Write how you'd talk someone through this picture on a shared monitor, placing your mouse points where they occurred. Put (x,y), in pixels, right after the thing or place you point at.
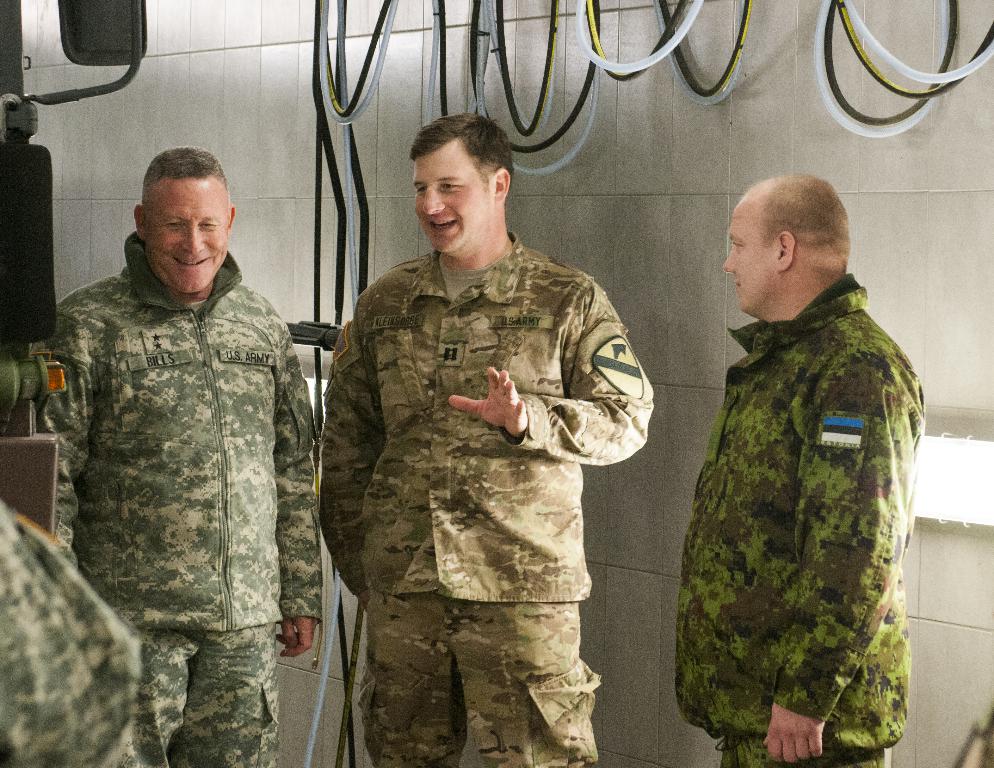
In this image, we can see people (502,295) and are wearing uniforms (618,461). In the background (408,58), there are pipes (585,19) and we can see a machine (23,409) and there is a wall (872,170) and we can see lights (976,513).
